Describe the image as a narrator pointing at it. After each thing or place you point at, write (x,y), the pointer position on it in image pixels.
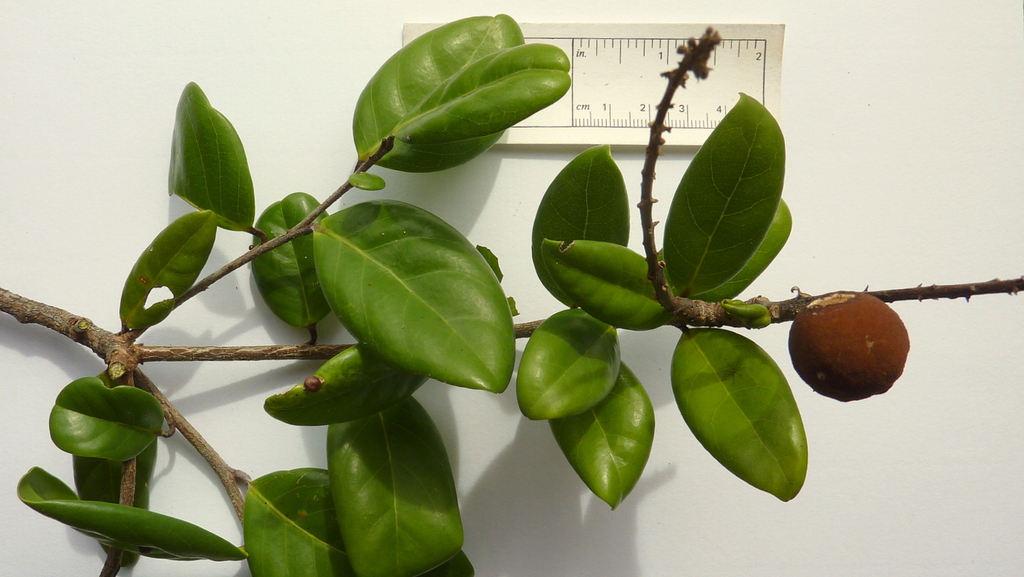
In this image there is a plant (125,483) and we can see fruit (851,367) to it. In the background (829,156) there is a wall (899,220) and we can see a scale (620,106) placed on the wall (514,163).
